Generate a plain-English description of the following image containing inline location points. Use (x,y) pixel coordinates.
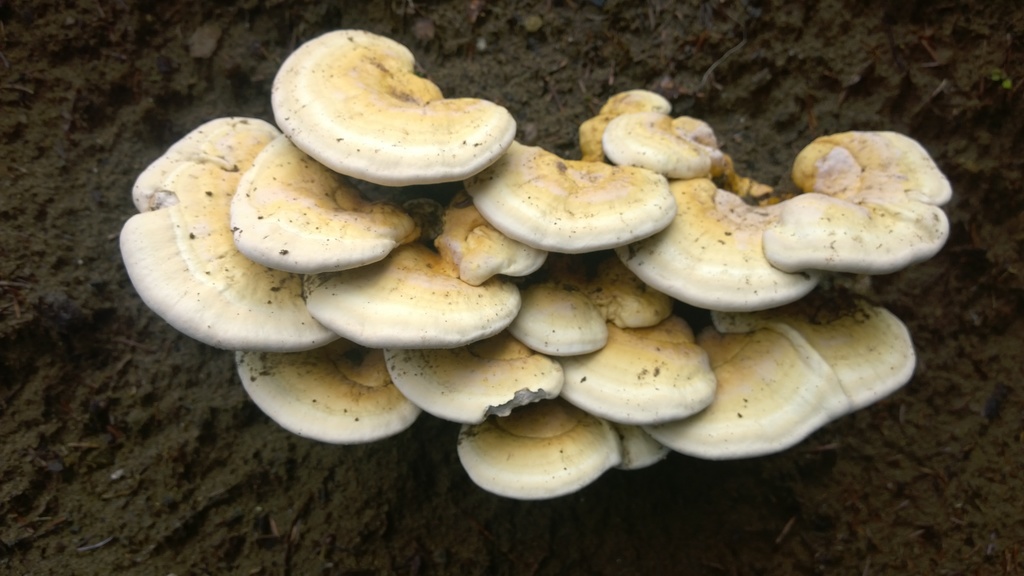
In this image in the center (678,279) there are some mushrooms (480,390), and at the bottom (599,490) there is sand (897,448).
